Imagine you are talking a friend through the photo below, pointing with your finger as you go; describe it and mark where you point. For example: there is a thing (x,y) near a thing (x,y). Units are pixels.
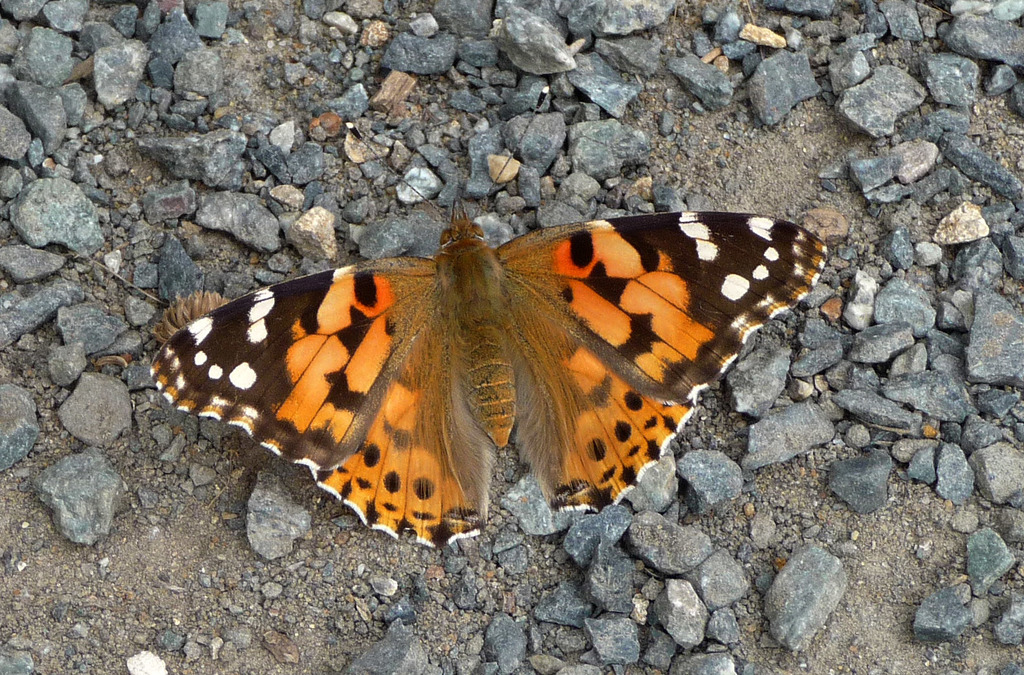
In this image I can see a butterfly (284,376) which is in brown, orange, white and black in color. To the side I can see many stones (397,605).
